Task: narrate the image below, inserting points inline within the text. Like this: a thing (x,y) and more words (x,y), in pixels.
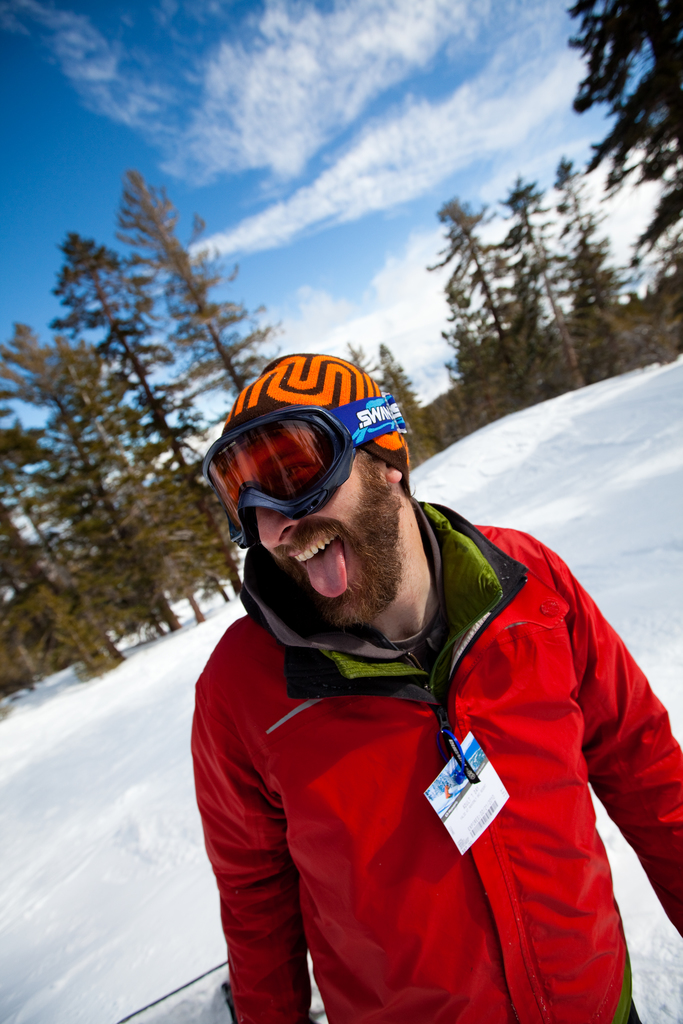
In this image we can see a person (440,732) standing. In the background (119,511), we can see the trees (81,348), snow (65,707) and the cloudy sky (441,143).
